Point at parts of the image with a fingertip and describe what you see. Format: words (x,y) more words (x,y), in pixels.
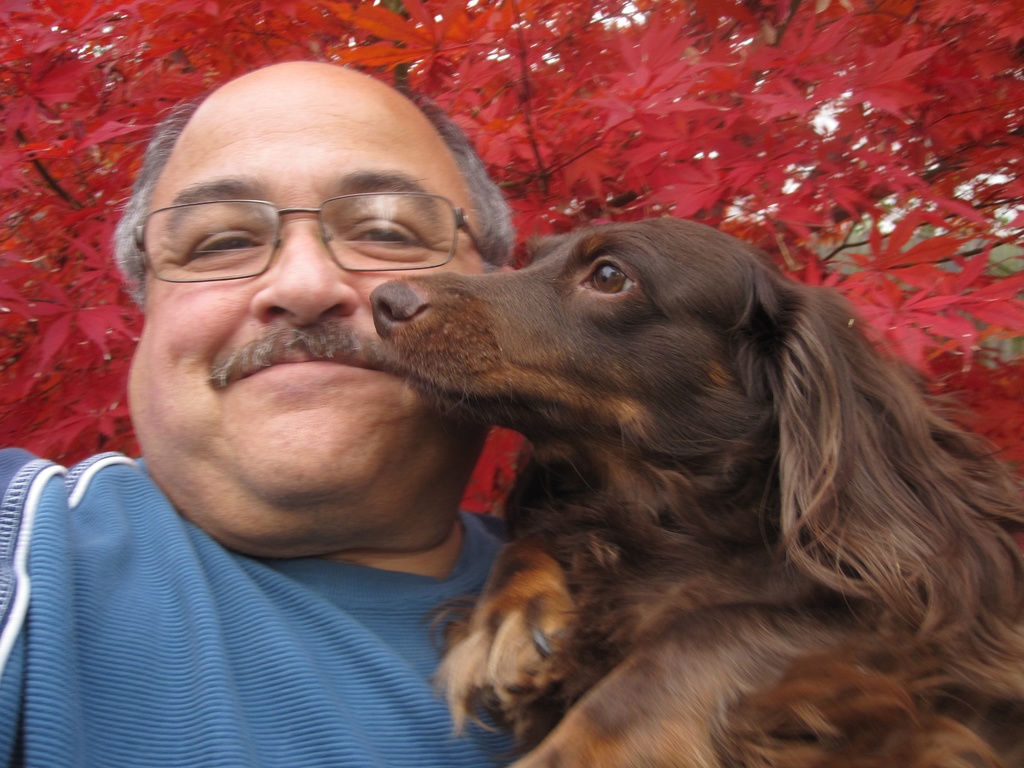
There is a man (204,300) in the picture wearing a spectacles (217,219). He's with his dog (617,439) which is in brown color. In the background (658,111) there is tree (200,47) which is in red color.
